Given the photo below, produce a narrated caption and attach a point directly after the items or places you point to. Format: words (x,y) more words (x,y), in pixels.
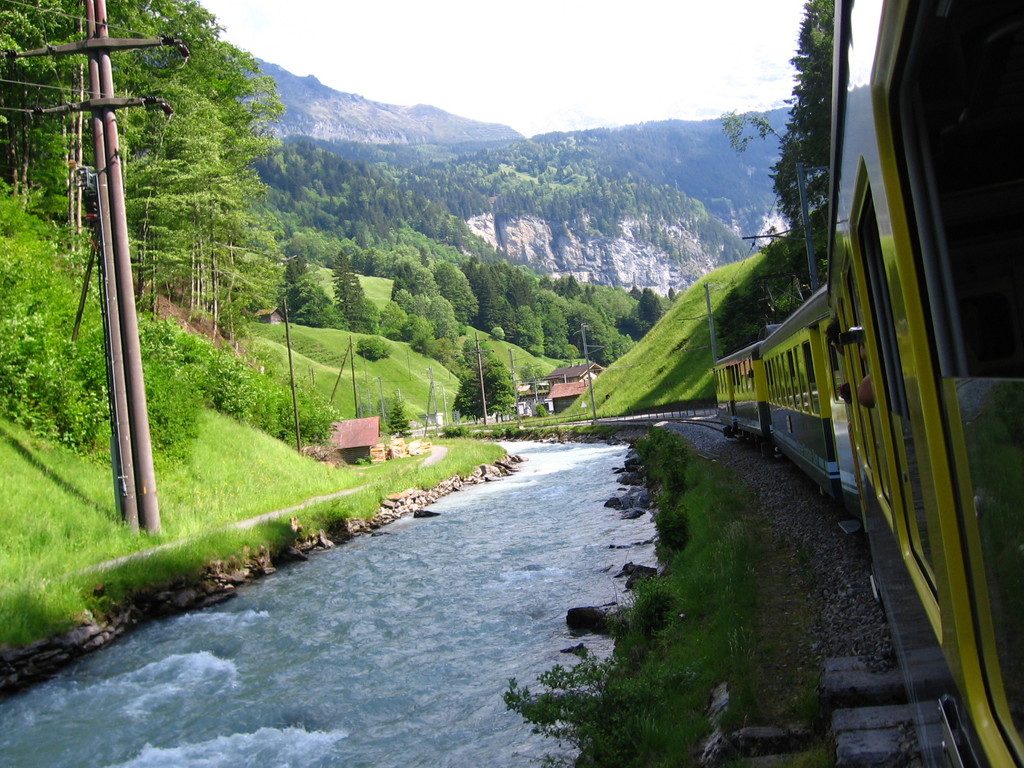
In this picture we can observe a river (481,599). On the right side (886,438) there is a train (812,457) moving on the railway track (648,421). We can observe some grass (709,536) on the ground (199,492). There is a pole (112,82) on the left side (96,57). In the background (194,221) there are trees (559,282) and hills (670,182).
